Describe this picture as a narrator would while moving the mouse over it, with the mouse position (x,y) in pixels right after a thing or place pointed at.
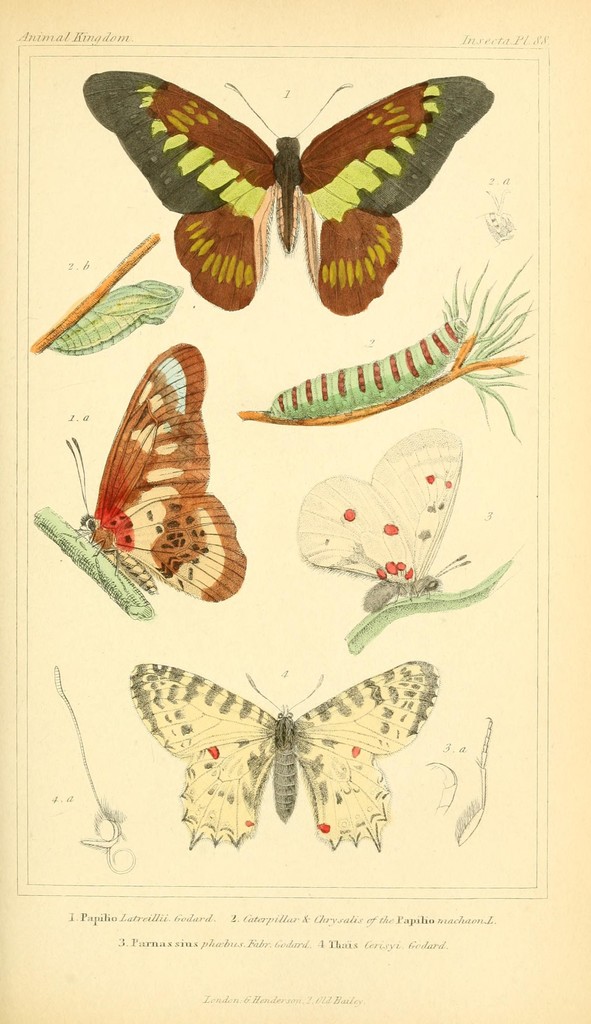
In this image I can see few paintings (141,458) of butterflies (213,223) on a white paper (60,147). At the bottom of this paper (282,926) there is some text (145,941).
